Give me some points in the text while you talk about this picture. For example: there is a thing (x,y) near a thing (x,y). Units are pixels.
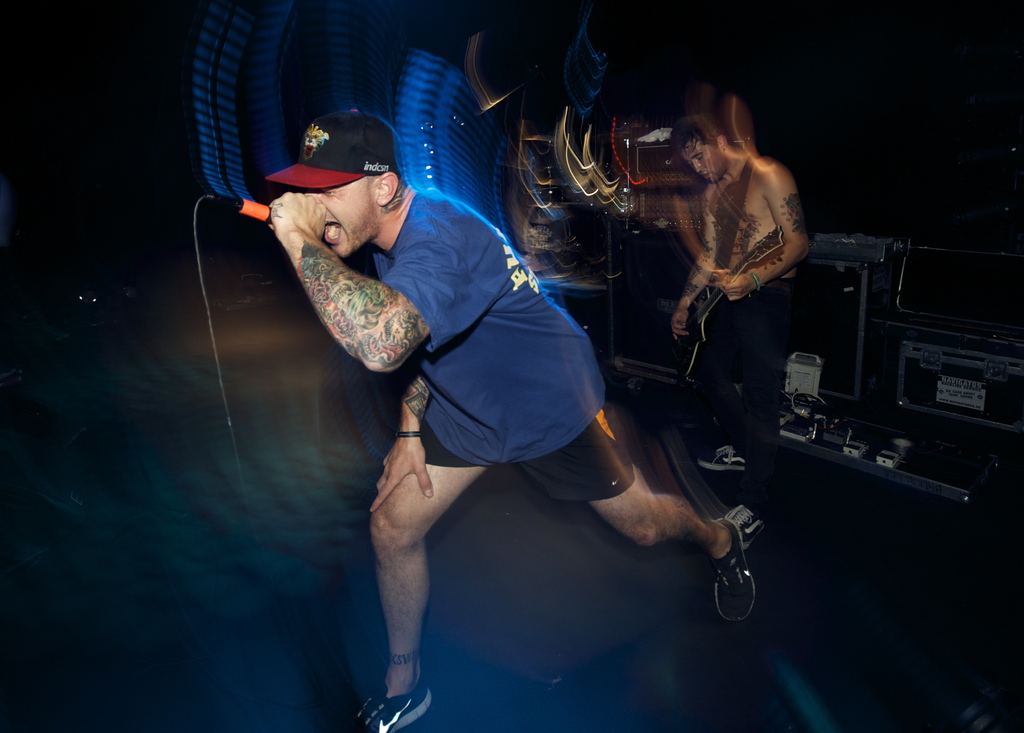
In the image there is man (404,288) singing on mic (245,210) and over the background (731,303) there is another guy (760,298) playing guitar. The image is blurry in the middle (554,325).
